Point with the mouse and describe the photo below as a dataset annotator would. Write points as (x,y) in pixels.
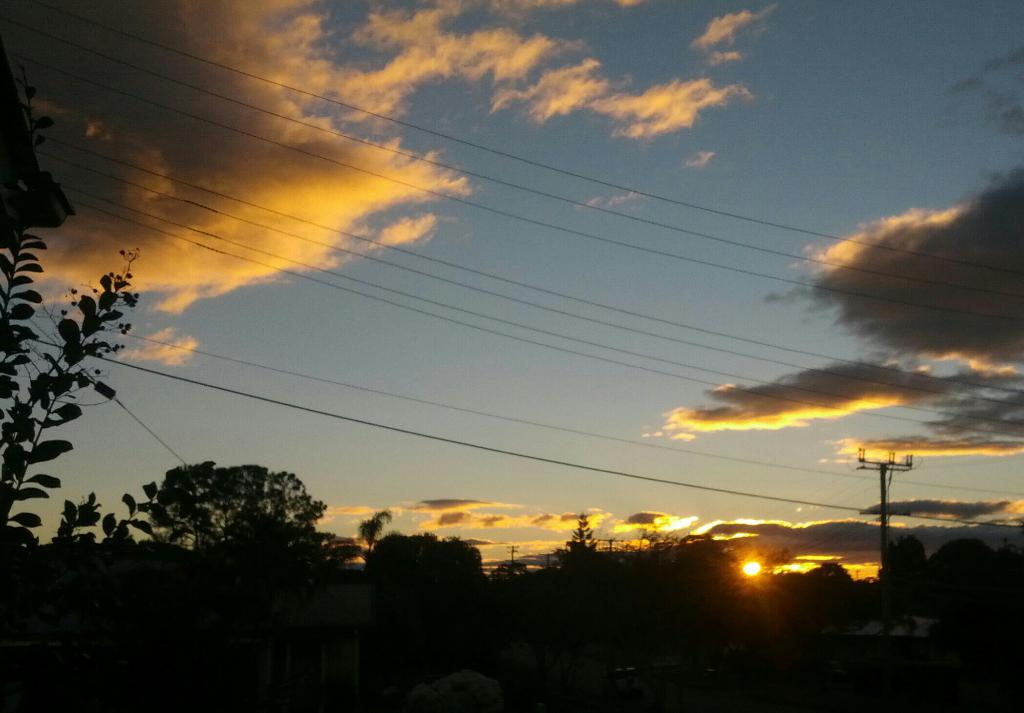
In this image I can see few trees (395,617). In the background (906,437) I can see few electric poles (884,538) and the sun (749,571) is in orange and yellow color and the sky (593,246) is in white and blue color.
